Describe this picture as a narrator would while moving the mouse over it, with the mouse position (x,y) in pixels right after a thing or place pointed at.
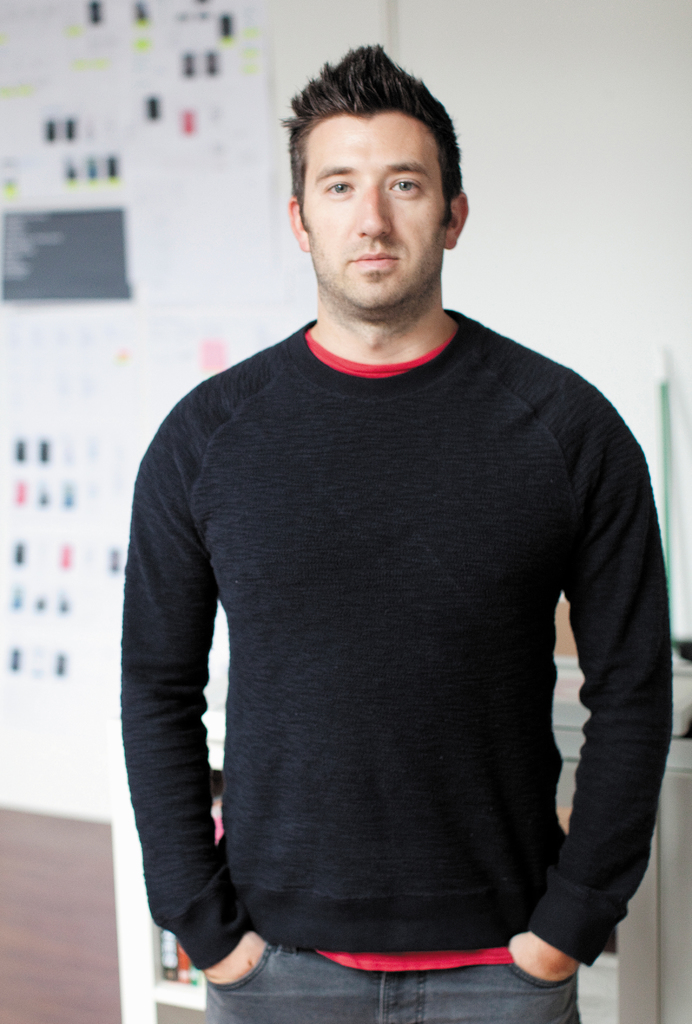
In the middle of the image (433,630) we can see a man (491,718), he is standing, behind him we can see few posters (222,301) on the wall (289,262).
